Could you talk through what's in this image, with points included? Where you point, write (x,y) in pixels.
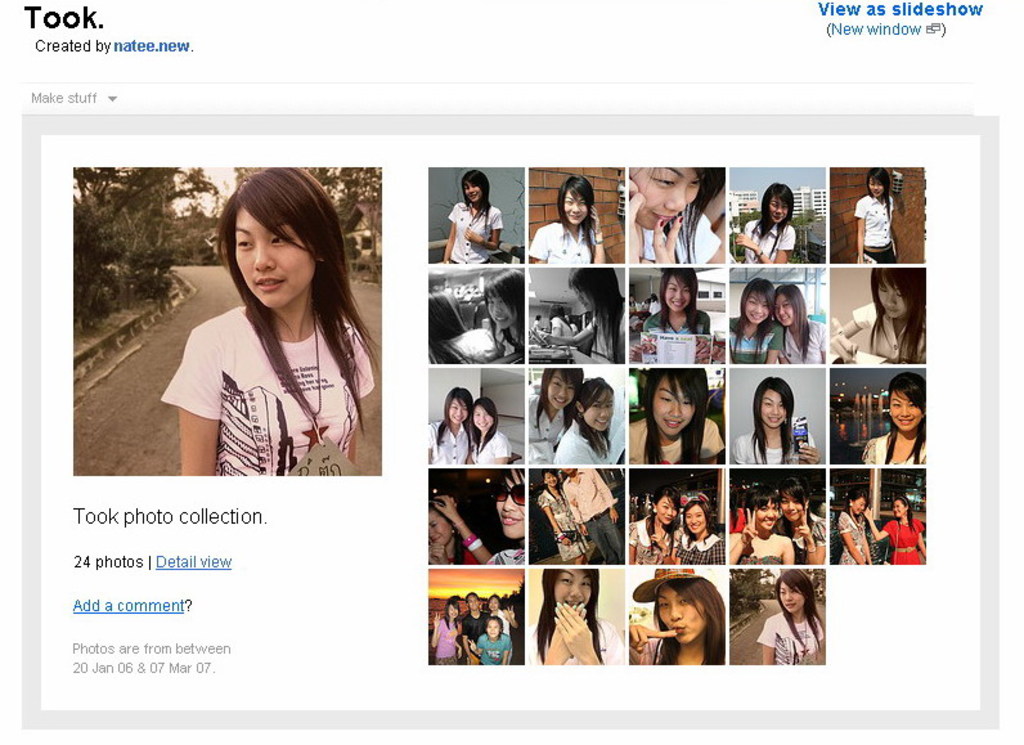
In this image we can see the screenshot (422,511) in a system (508,449). In this image we can see some pictures (619,251) of a person (878,301) and some text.
